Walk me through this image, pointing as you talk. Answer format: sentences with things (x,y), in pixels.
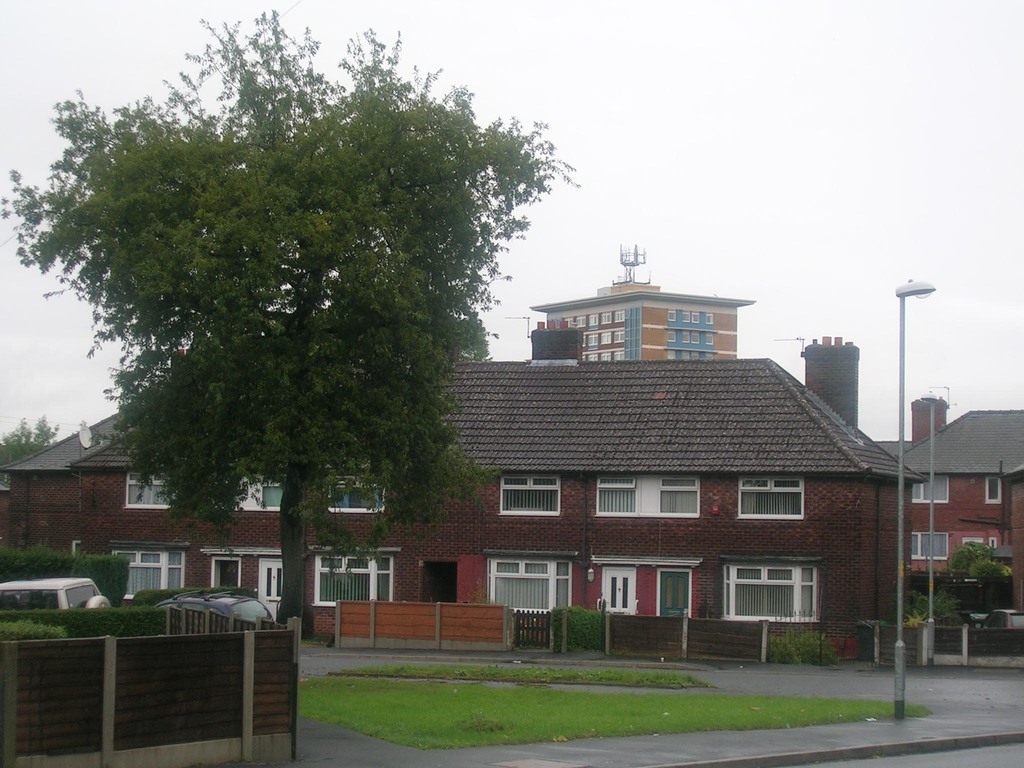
In this image in the center (505,483) there are some houses (646,506), trees (9,454), poles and a wall (431,642). At the bottom (981,730) there is grass (645,693) and a walkway (988,712), and on the left side (93,693) there are some vehicles (45,587) and a wall (200,646). At the top of the image (692,148) there is sky (566,129).
